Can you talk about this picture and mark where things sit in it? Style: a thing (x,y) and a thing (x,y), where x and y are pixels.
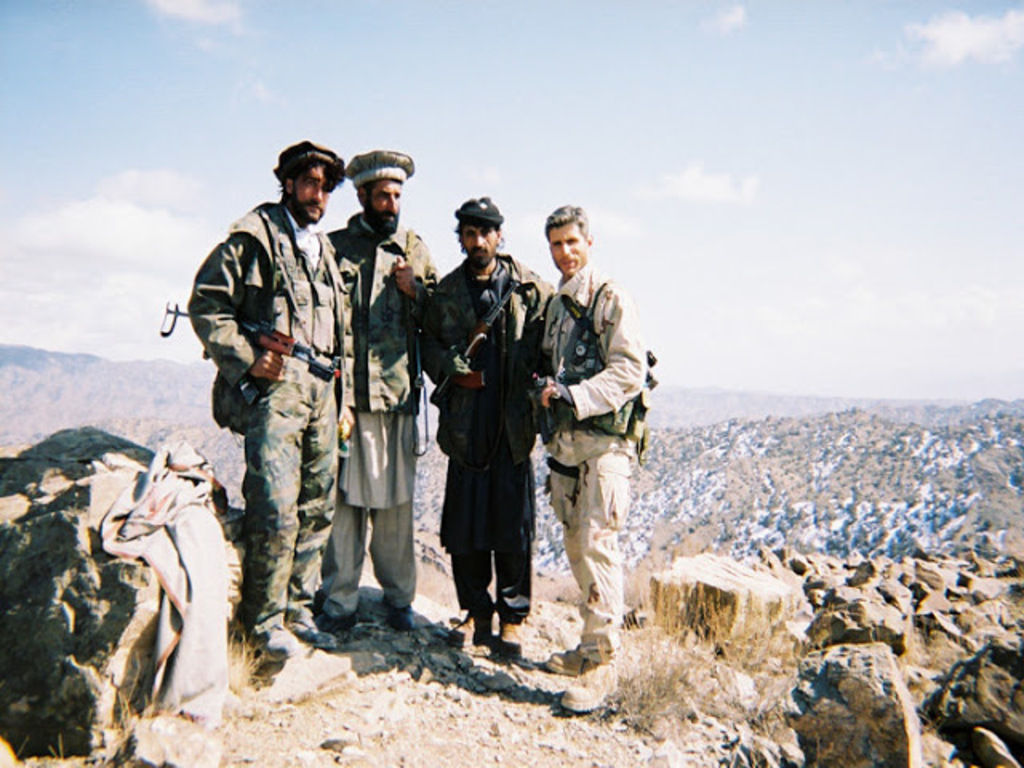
In this image, we can see people (566,323) wearing uniforms (364,233) and caps (471,223) and are holding guns (246,395). In the background (687,450), there are hills (658,558) and we can see rocks (109,655) and there is a shawl (178,596).
